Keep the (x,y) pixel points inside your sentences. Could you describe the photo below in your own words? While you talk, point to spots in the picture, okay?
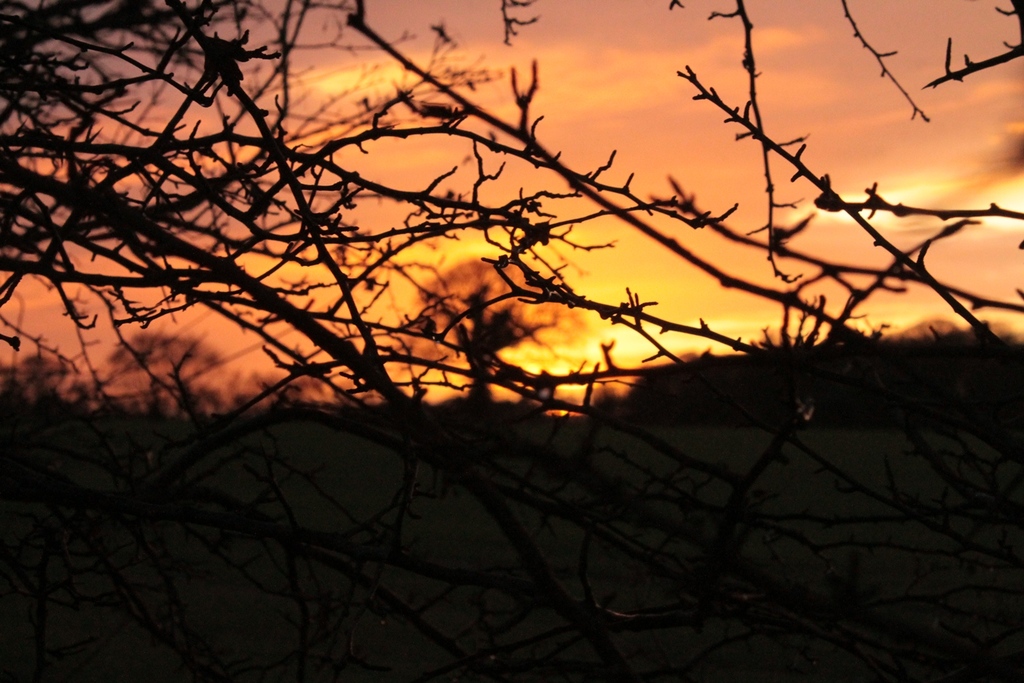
In the foreground of the image (406,326) there are branches (163,526). In the background of the image (676,97) there is sky (515,181), clouds (801,109) and sun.
